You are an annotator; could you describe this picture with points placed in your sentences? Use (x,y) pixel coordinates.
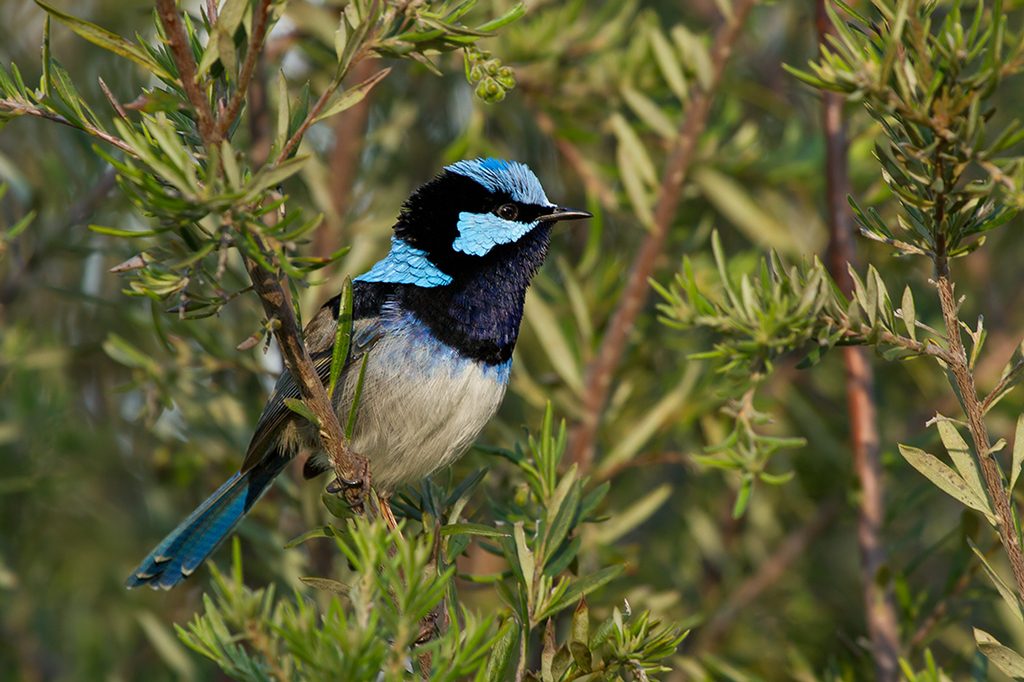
In this image we can see a bird (376,321) on a plant (993,455). In the background (137,513) the image is blur but we can see plants (364,210).
